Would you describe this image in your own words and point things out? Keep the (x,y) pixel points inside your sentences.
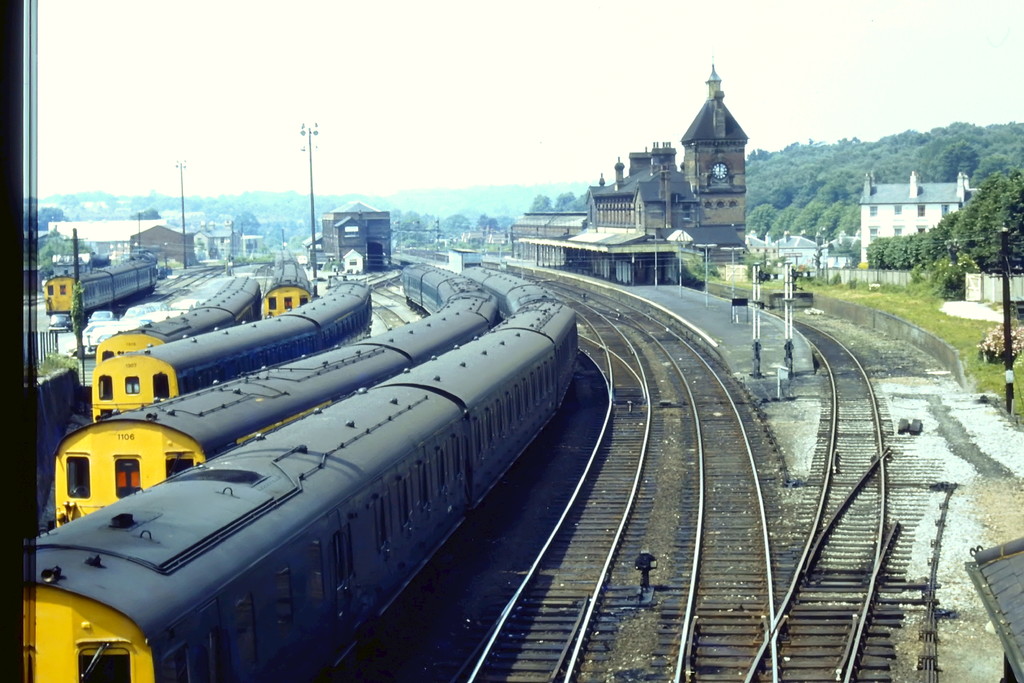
In the center of the image (566,372), we can see trains (338,323) and tracks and in the background (792,162), there are poles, buildings (521,240), and trees (945,241).
